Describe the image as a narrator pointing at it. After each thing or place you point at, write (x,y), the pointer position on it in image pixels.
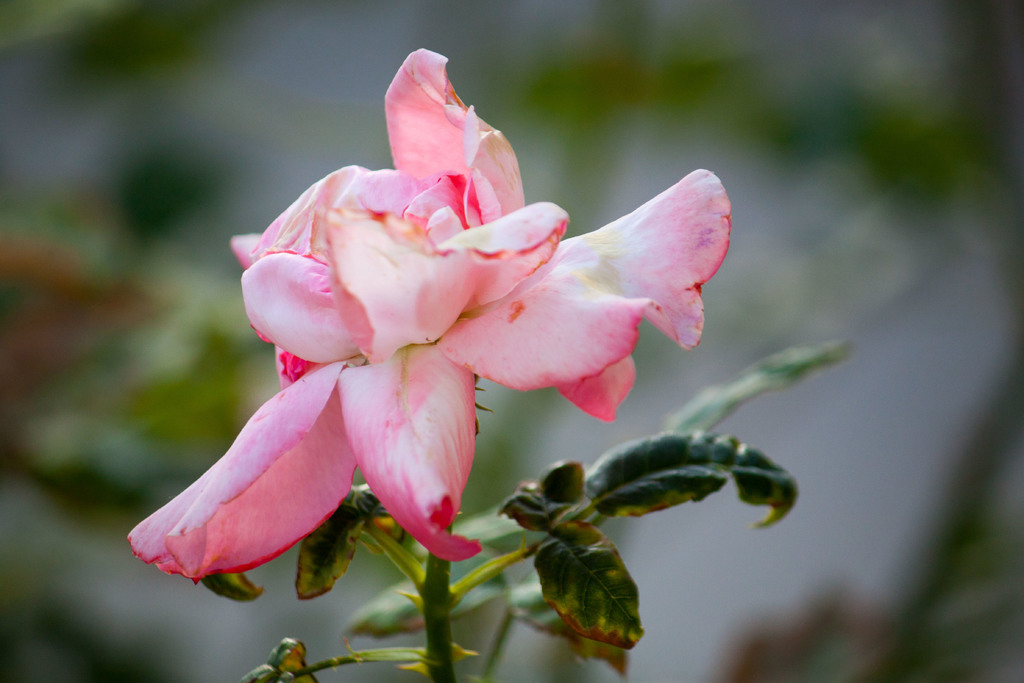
In this image we can see a flower (305,496) to the stem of a plant (523,502).
